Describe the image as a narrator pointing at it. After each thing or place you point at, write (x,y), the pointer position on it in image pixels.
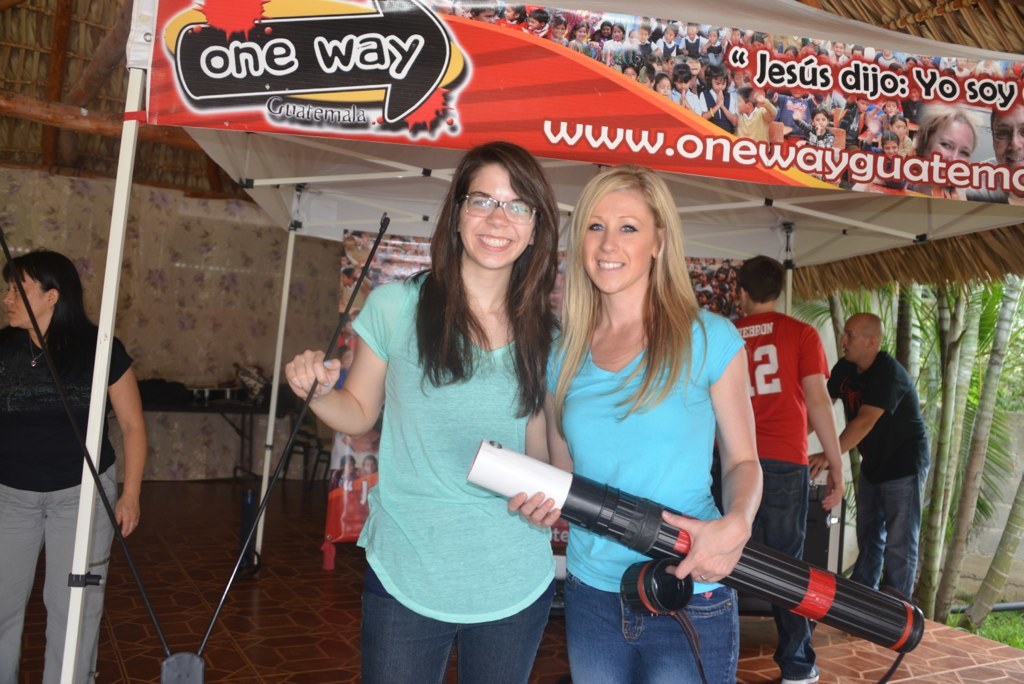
In this picture there are two girls (647,458) in the center of the image (579,356), there are other people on the right side of the image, there is a stall (565,98) in the background area of the image (814,143), there are trees (1008,549) on the right side of the image (837,306), there is another lady (62,563) on the left side of the image (124,451).
